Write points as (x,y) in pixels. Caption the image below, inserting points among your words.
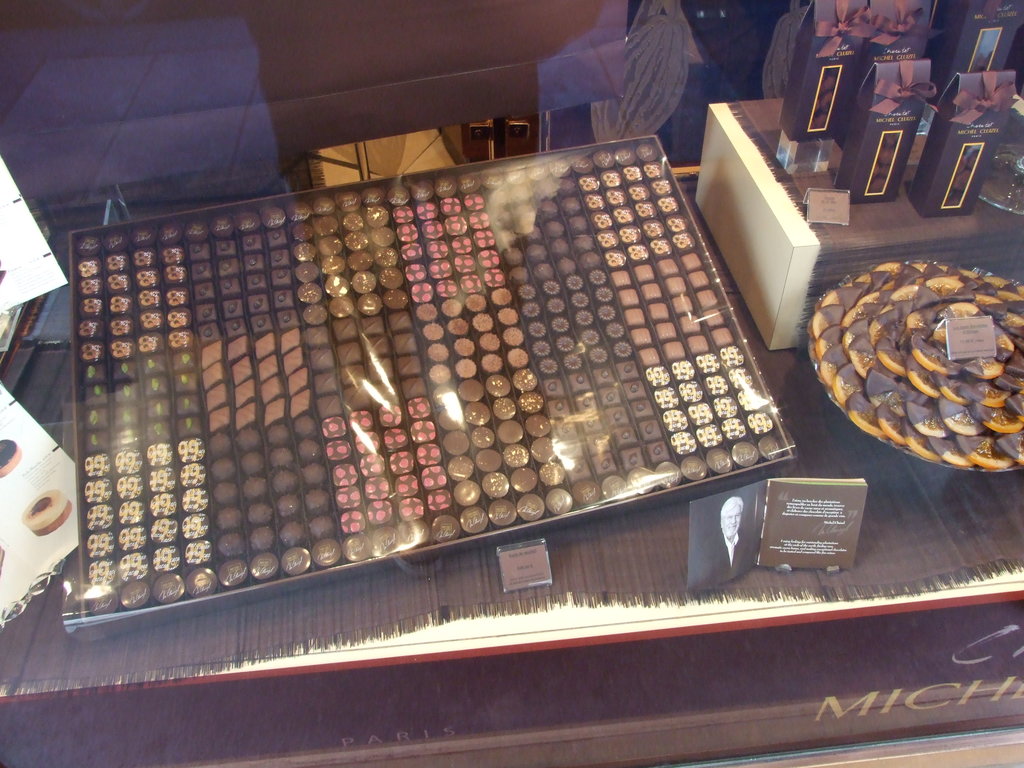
In this image we can see sweets (930,309) kept in the tray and in the bowl (880,321) are kept on the surface (52,590). Here we can see boards (753,528), and a few objects (840,69) here.
